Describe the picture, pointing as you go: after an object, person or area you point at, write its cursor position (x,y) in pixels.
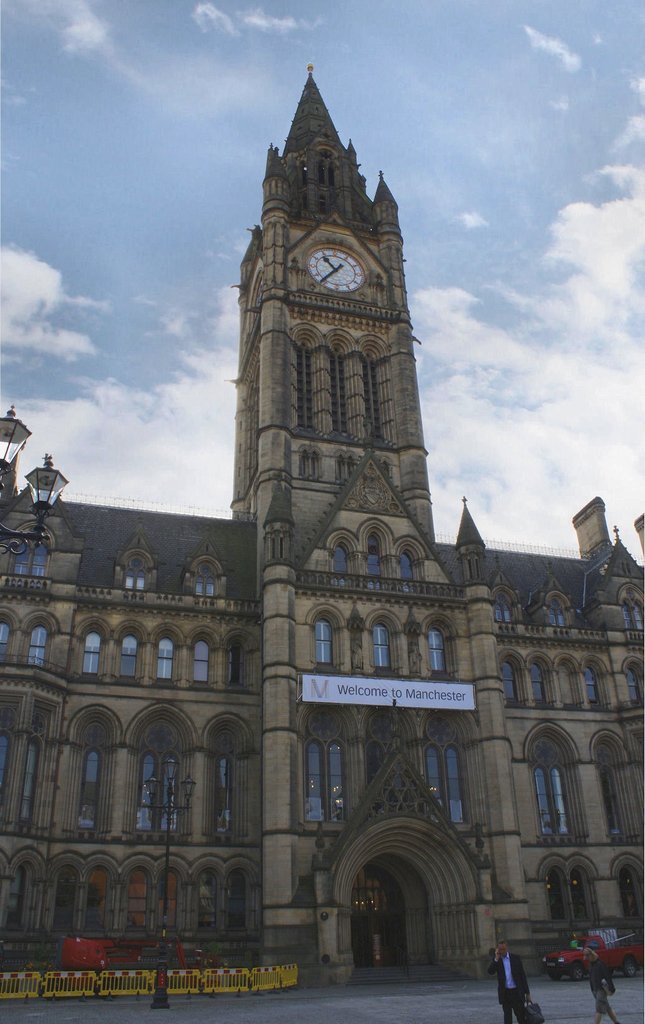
In the center of the image (308,659) we can see building (232,735). In the background (164,97) we can see sky (164,118) and clouds (560,393). At the bottom (608,955) there are persons (605,979) and vehicle (621,959).
